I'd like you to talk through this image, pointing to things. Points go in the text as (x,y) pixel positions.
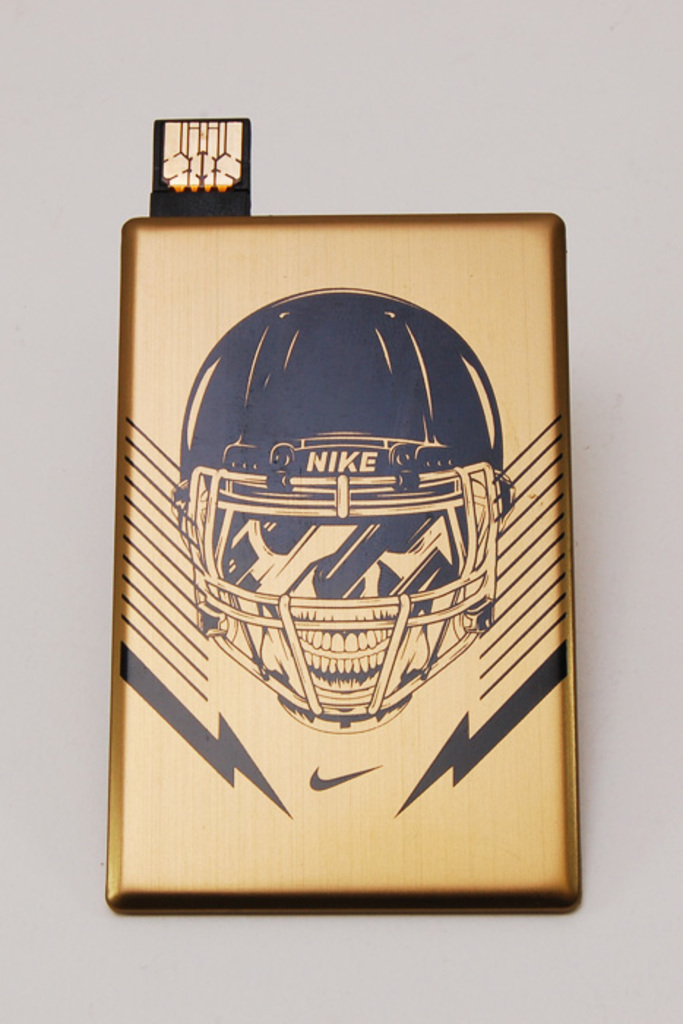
In this image we can see the art (302,566) of a person (316,588) wearing the helmet (294,557) on the brass sheet block (282,497) and it is on the wall (583,864).
